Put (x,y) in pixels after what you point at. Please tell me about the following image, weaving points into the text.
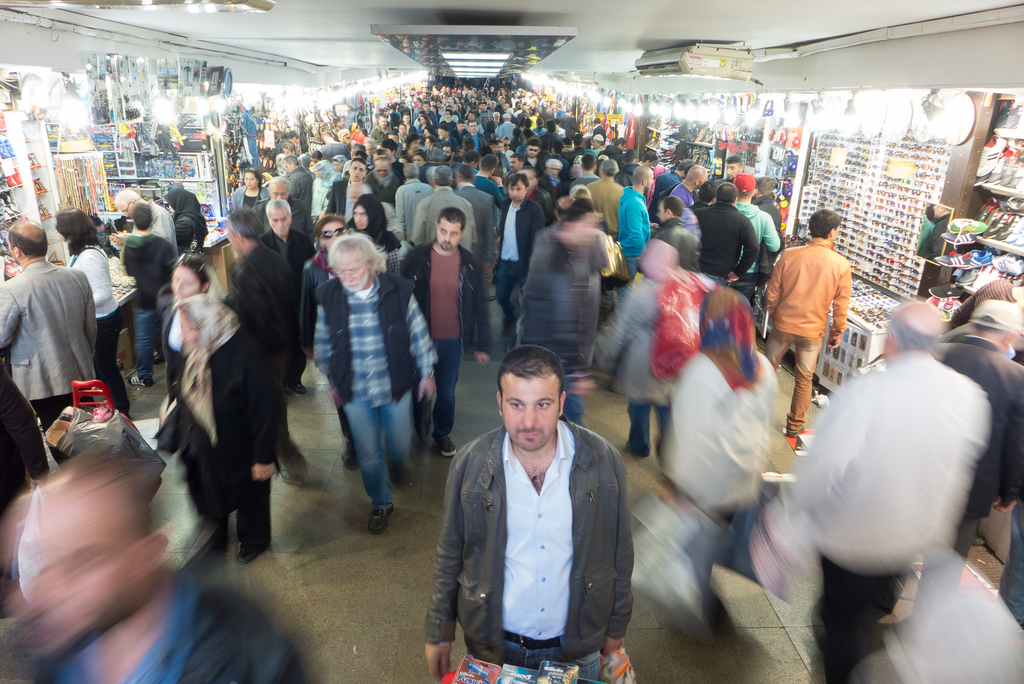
In the image many people (138,492) are standing and walking and there are some stores (1011,223). At the top of the image (462,36) there is ceiling (239,20) and lights (930,116).
